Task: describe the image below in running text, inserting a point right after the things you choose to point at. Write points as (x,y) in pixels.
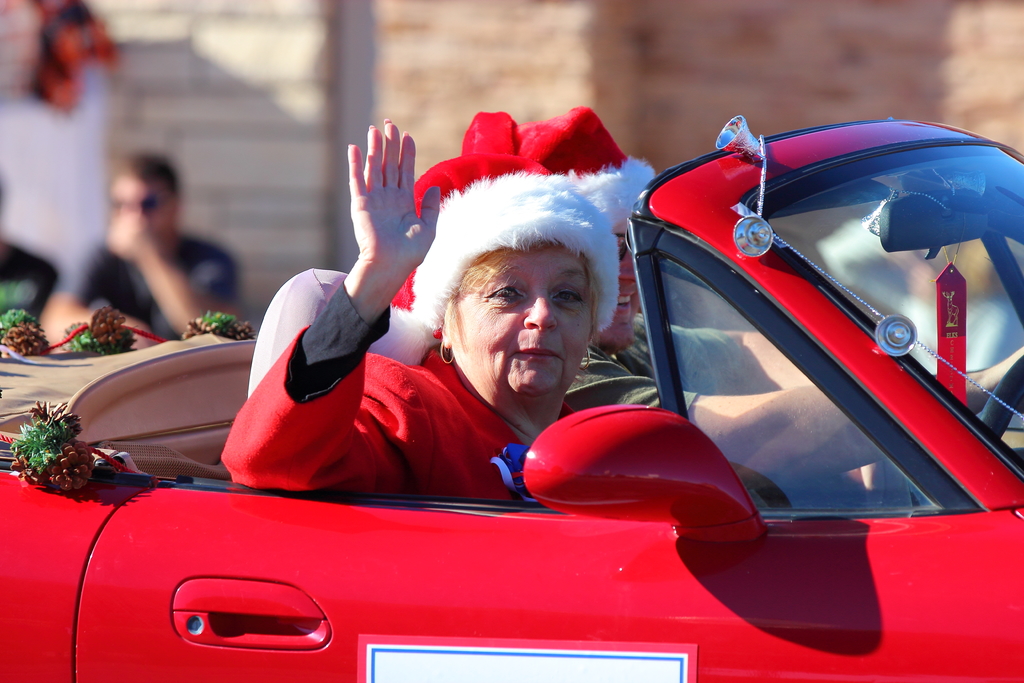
As we can see in the image there is a red color car (570,539). In car (405,522) there are two people (535,276) sitting. The women (470,254) who is sitting over here is wearing red color hat (512,199) and red color dress (469,424). On the left side (125,215) there is a man (133,252) wearing black color t shirt (94,255) and he is sitting over here and the background (647,70) is little blur.
